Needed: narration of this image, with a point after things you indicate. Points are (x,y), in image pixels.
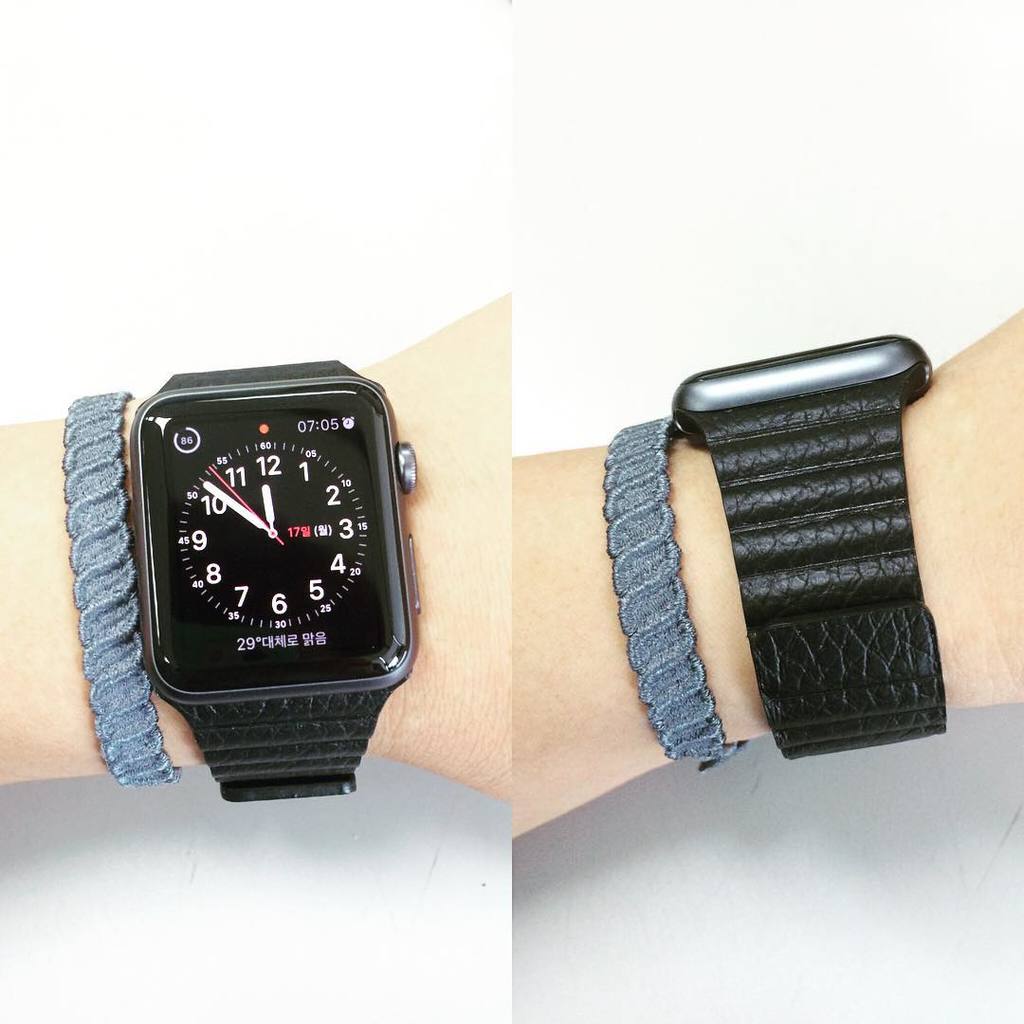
In the picture we can see collage image of a person's hand (26,629) who is wearing black color watch (404,650).
